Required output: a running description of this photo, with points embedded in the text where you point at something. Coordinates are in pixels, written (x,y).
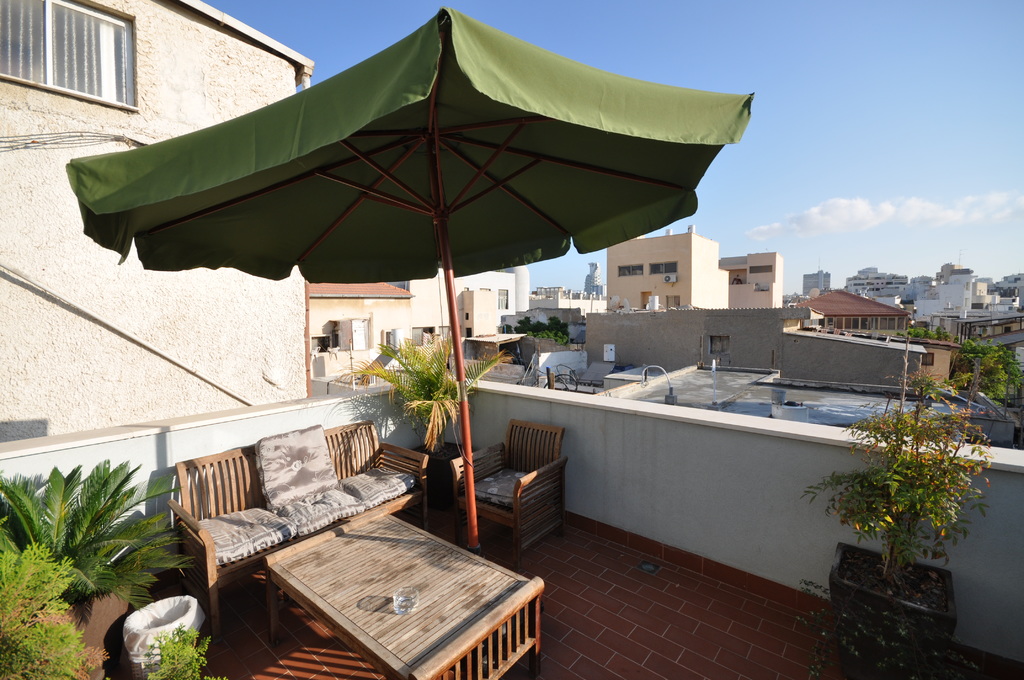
In the middle (449,266) there is an umbrella (449,277). To the right (912,533) there is a plant (917,513). To the left (186,507) there is a bench (337,465), table (386,552), chair (476,471), and plants (91,583). In the background (678,342) there are many buildings (582,338). At the top (782,67) there is sky (846,112) and clouds (893,214).
